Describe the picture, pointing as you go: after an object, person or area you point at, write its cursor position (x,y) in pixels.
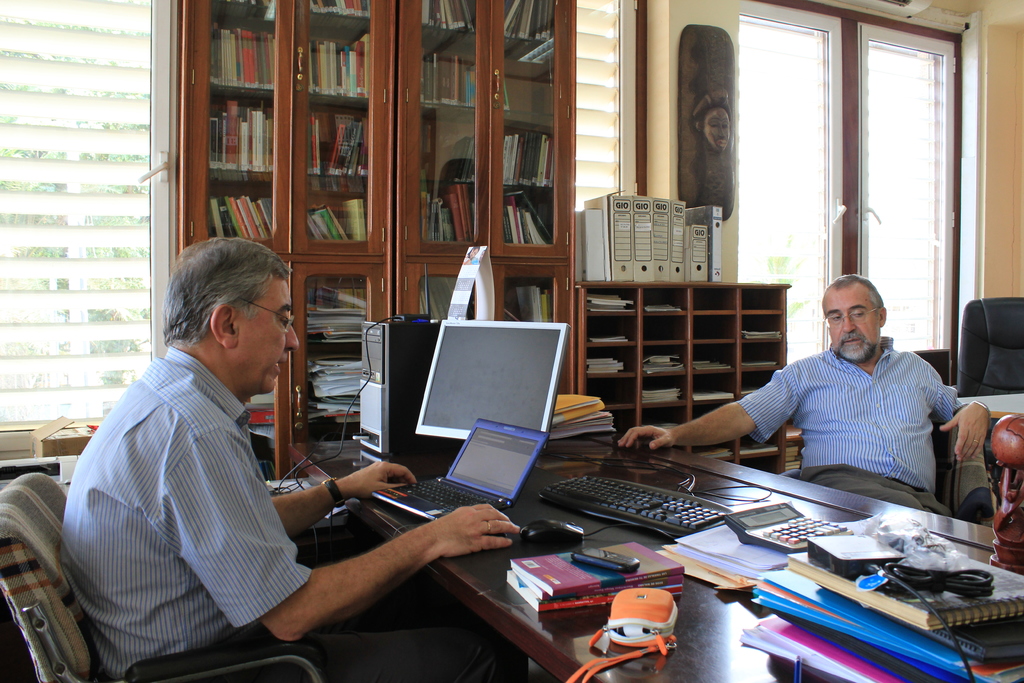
On the background (77,147) we can see a door (844,157), window (141,160). Here we can see a cupboard (488,152) and where books (434,71) are arranged in a sequence manner. We can see desk (653,325) where books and files (662,244) are arranged. This is a sculpture (697,112) over a wall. We can see two men (796,402) sitting on chairs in front of a table (693,467) and on the table (617,459) we can see monitor (477,366), cpu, keyboard (607,495), calculator (808,527), books (875,602), mobile (604,562), laptop (493,503).
